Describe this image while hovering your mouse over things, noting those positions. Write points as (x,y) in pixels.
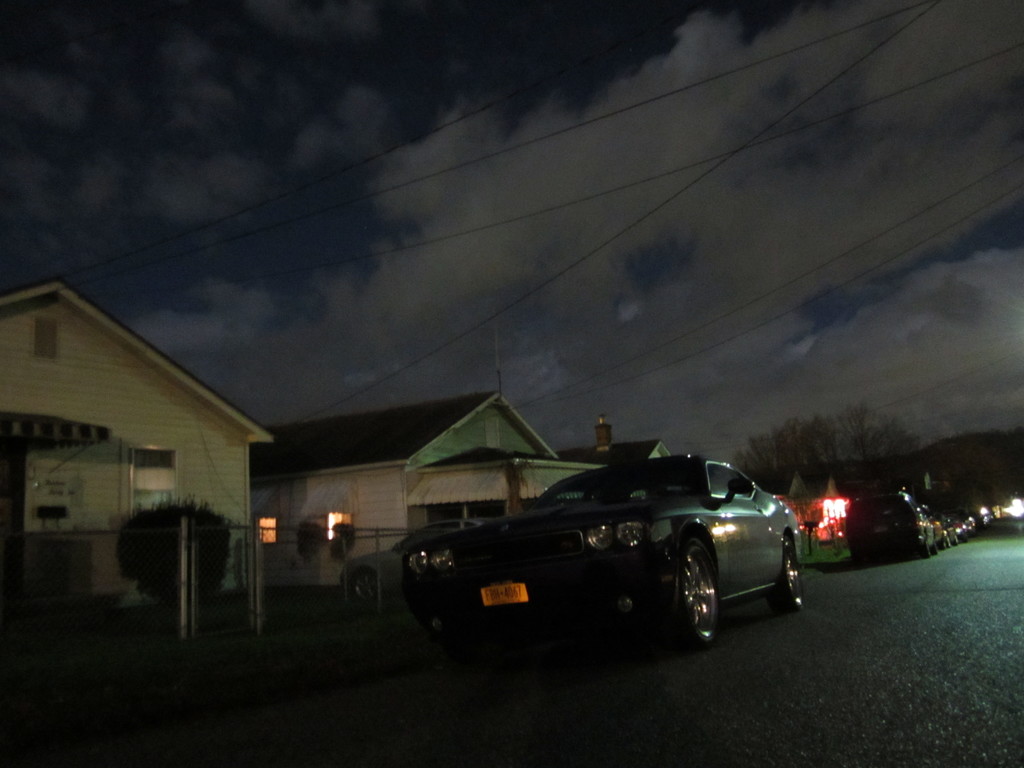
The picture is taken outside a city (335,626) on the streets (792,636) during night time. In the foreground of the picture (552,544) there are cars (748,543), plants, railing (186,534), houses (93,456) and lights (833,522). In the background (803,435) towards right (892,436) there are trees (876,450) and buildings (805,516). At the top (410,139) there are cables (426,178). Sky (745,257) is cloudy.
